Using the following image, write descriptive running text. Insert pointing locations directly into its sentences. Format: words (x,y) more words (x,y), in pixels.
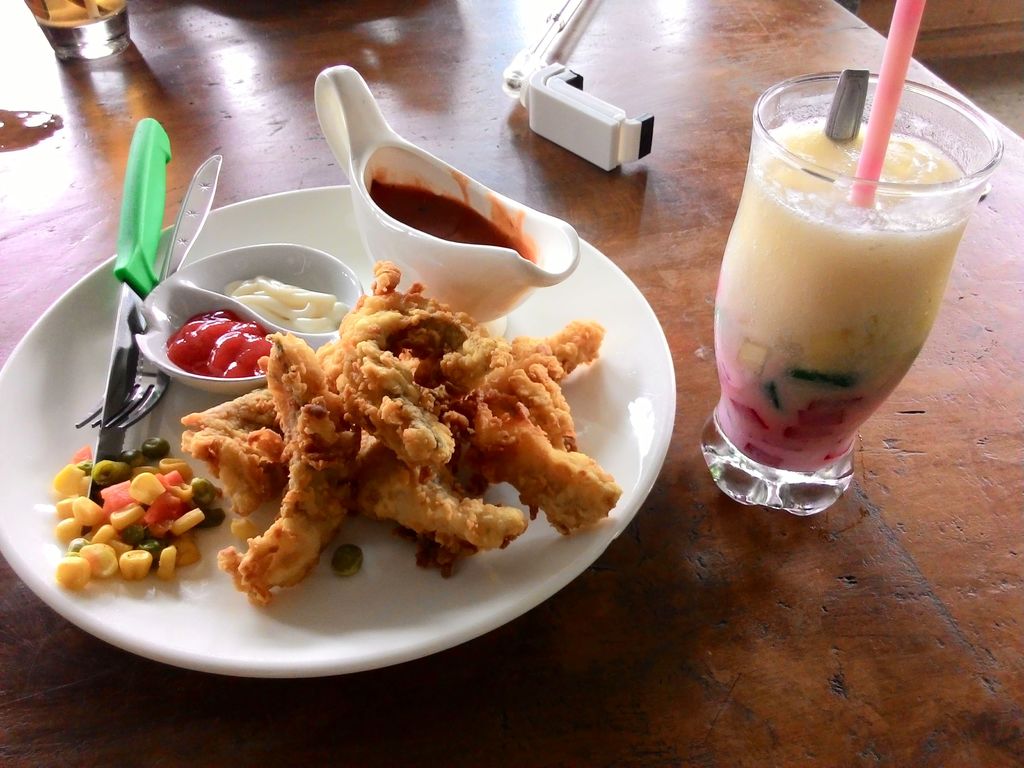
In the center of the image (681,383) there is a table (622,225). On the table (380,2) we can see glass (68,44), an object (556,111), a glass of juice (811,171) with straw (882,100), spoon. A plate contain food item (314,363) and knife (139,255), fork (181,241), ketchup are there.
